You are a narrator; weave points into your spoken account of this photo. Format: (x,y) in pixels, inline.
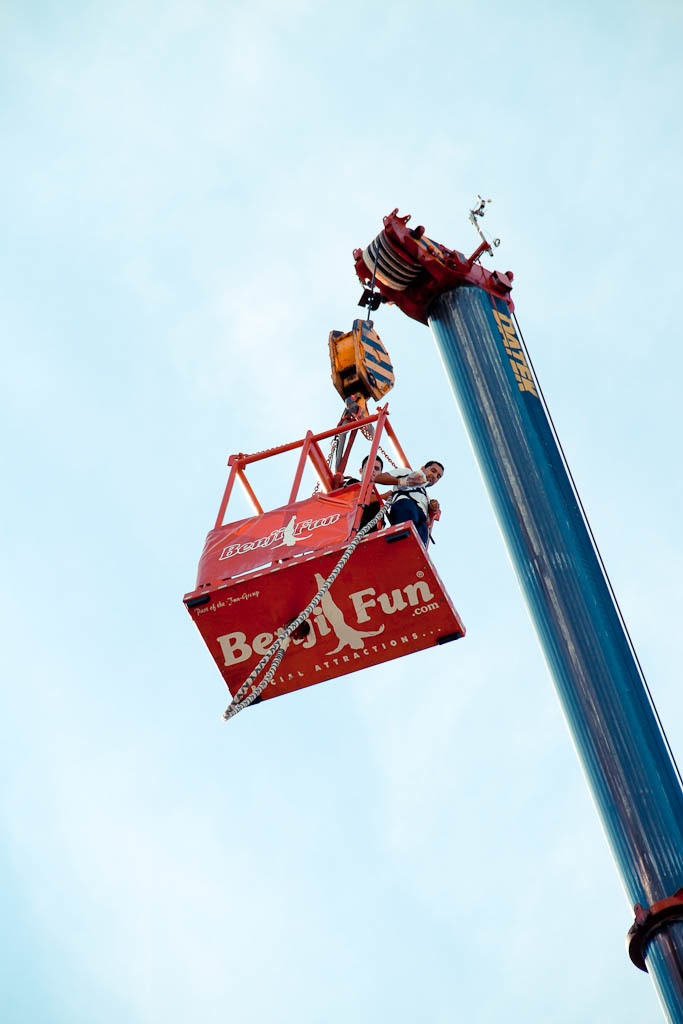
In the center of the image (372,488) we can see a crane (496,449) and two persons (369,514) are standing in the crane bucket (362,504). In the background (262,215), we can see the sky (187,532) and clouds (150,858).
